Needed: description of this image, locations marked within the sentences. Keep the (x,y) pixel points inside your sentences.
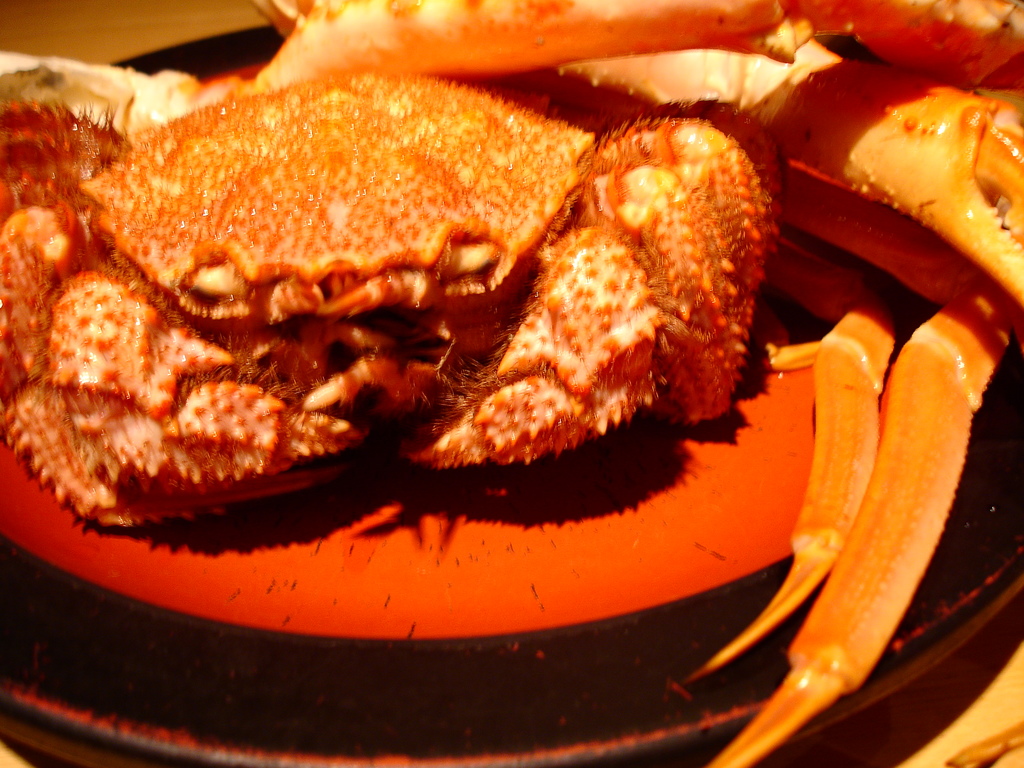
In this image there is a food item (454,166) on a plate (56,584) on the table (142,15).
